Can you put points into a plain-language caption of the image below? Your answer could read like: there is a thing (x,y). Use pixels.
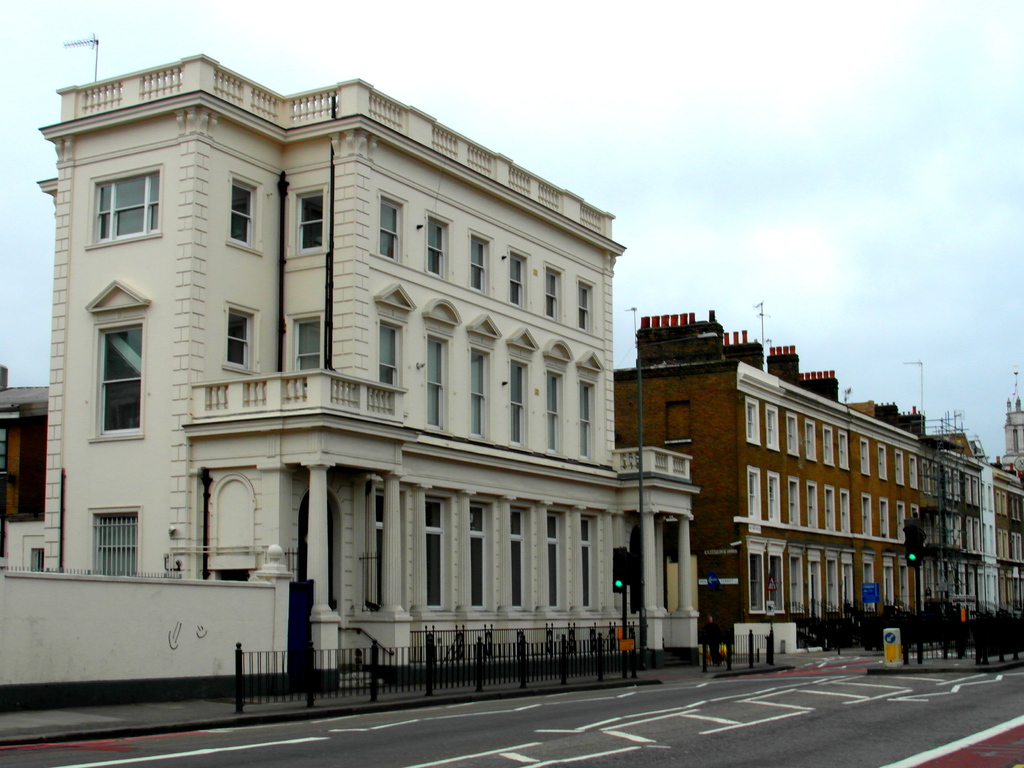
In the picture I can see the road (711,748), fence (760,647), traffic signal poles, boards (622,627), buildings (347,535) and the sky (963,108) in the background (639,158).
